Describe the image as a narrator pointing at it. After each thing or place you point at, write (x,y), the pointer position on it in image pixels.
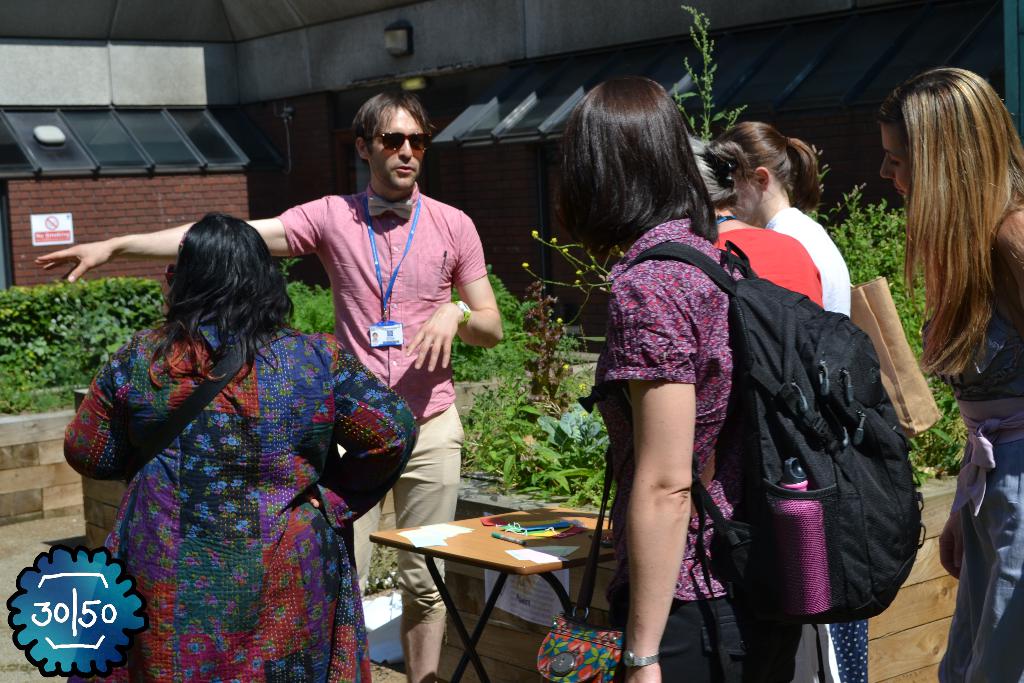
In the image we can see there are many people (415,423) standing, they are wearing clothes (642,371), some of them are wearing goggles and carrying bags (770,391). Here we can see plants (31,315) and a table (495,555). On the table (507,543) we can see papers (519,556) and other things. On the bottom left (104,620), we can see the watermark (100,631), here we can see wooden wall (908,614) and it looks like the building (82,88).
